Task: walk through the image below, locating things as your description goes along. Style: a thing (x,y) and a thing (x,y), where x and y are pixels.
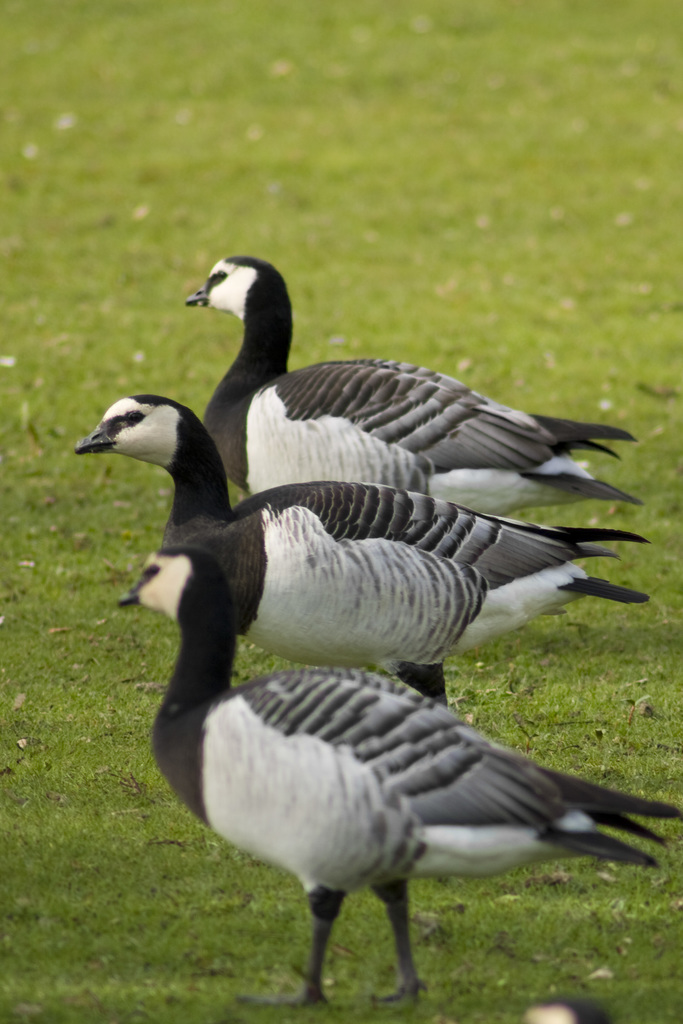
in the image there are three birds (270,649) standing on the grassland (298,157).
